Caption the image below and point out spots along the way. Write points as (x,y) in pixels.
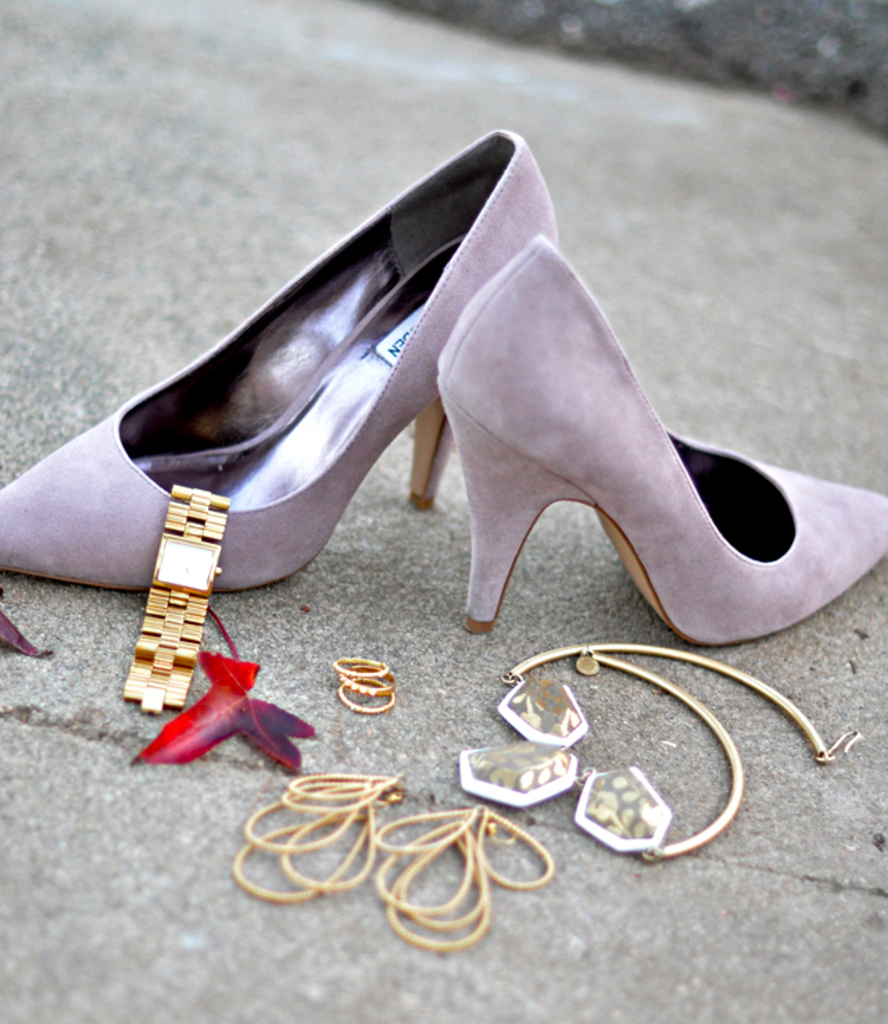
In this picture we can see footwear (323,302), a wrist watch (163,697) and a few things (552,862) on the ground (188,801). Background (878,273) is blurry.
